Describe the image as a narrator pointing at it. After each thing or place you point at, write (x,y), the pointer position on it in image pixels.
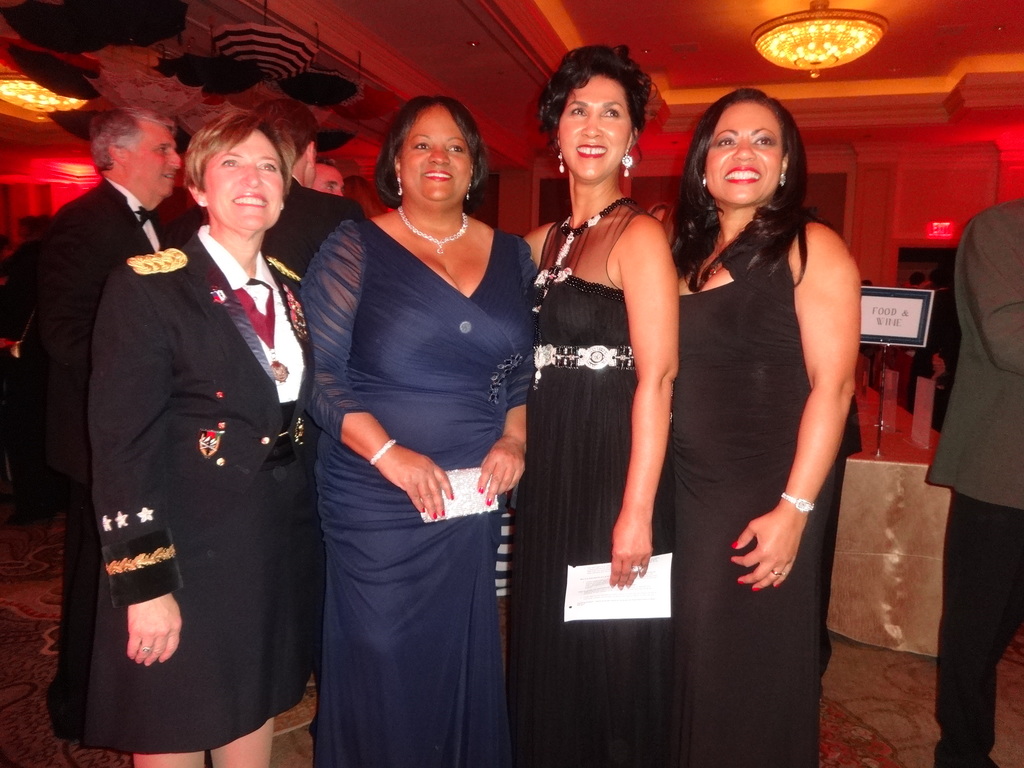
In front of the picture, we see four women (294,495) are standing. All of them are smiling. They are posing for the photo. Behind them, we see three men (332,193) are standing. On the right side (951,416), the man (989,353) in grey blazer (962,442) is standing. Beside him, we see a board (895,328) with some text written on it. At the top of the picture (651,16), we see the ceiling (639,13) of the room (363,127). This picture might be clicked in the concert hall (904,249).
